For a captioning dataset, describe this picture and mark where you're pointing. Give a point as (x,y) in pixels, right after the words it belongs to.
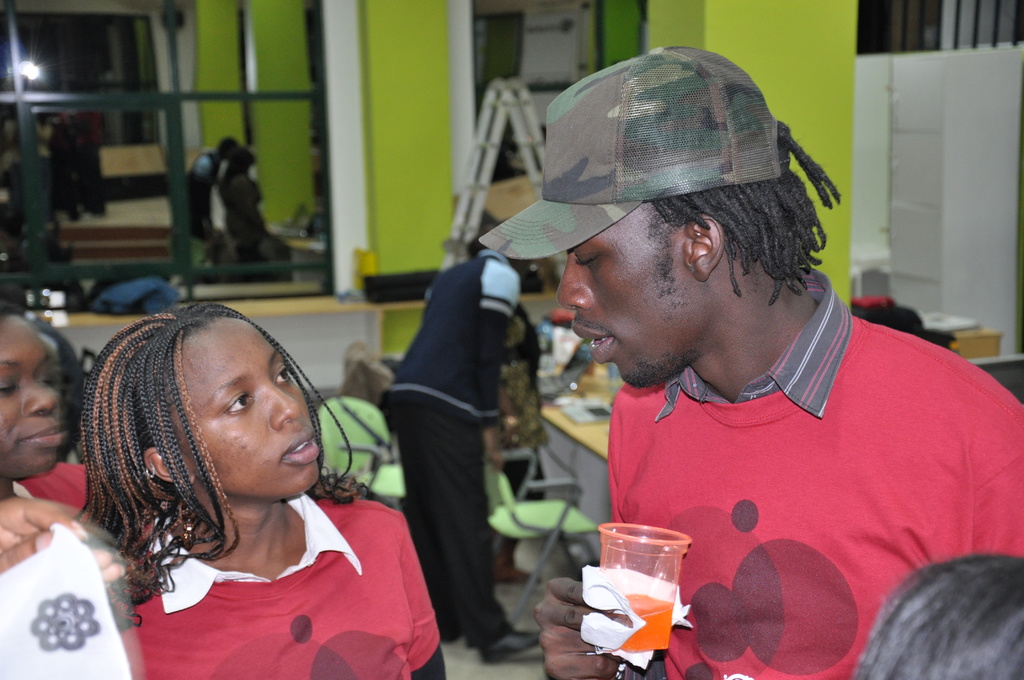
In this image there are a few people (401,551) standing and one of them is holding a glass (648,562) and tissue (586,590) in his hand (577,599), behind them there is a table (573,447) with some objects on it, chairs (385,421), a ladder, racks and pillars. In the background (170,212) there is a glass window (122,210) through which we can see the couple (235,205) standing in front of the table (308,242).
